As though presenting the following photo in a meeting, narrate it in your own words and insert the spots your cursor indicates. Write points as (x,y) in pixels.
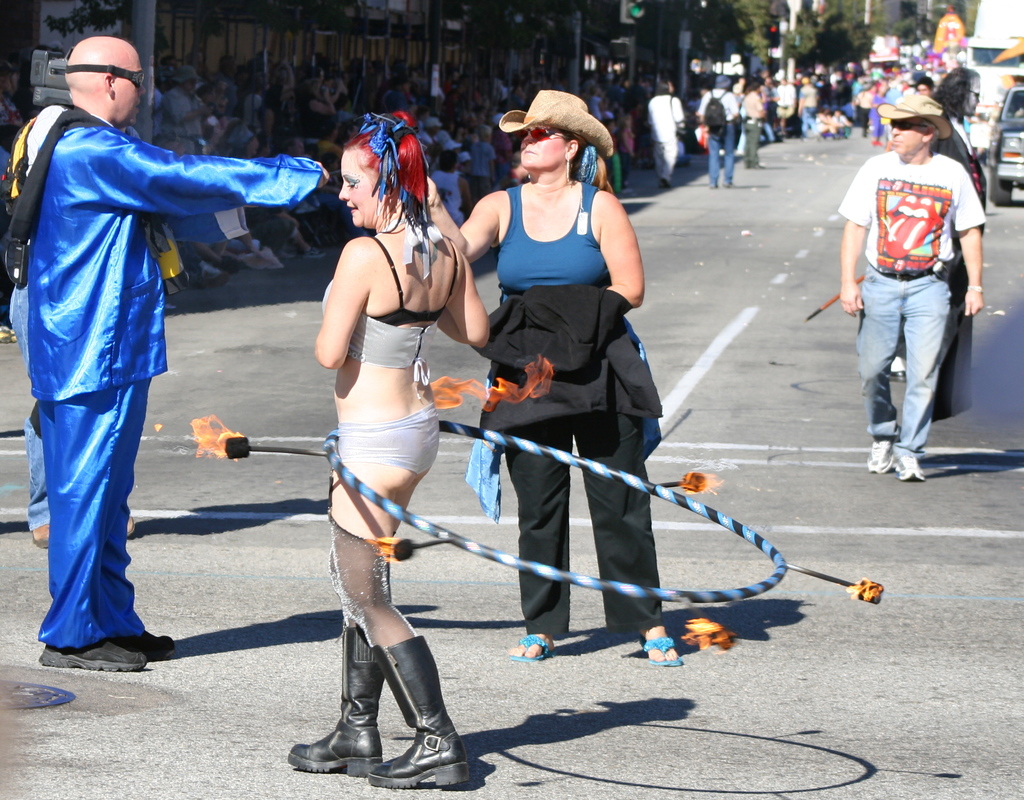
In this picture we can see three persons (492,358) are standing, in the background (441,119) there are some people (285,109) standing and some people (755,106) are walking, on the right side (996,78) there are vehicles (994,95), we can see poles (684,60), trees (604,1) and traffic lights (630,10) in the background (621,9), there is a ring (613,585) and fire (694,624) in the front (625,594).
